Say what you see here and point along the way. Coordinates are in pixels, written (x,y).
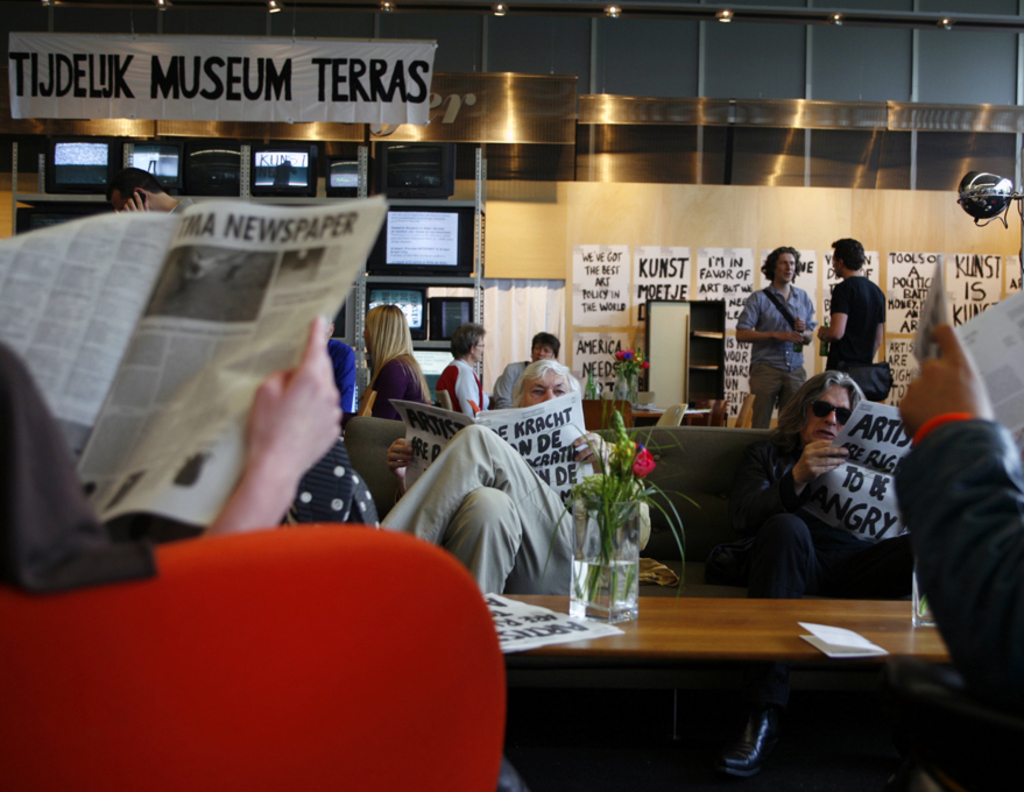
Here some people (800,451) are there. Two people (755,479) are sitting on the sofa (727,442) and they are reading newspaper (861,444). In front of them there is table (737,636). On the table (698,634) there is a flower vase (610,546) and a paper (517,614). And to the left bottom corner (313,610) there is a sofa (159,659) and in the sofa (112,652) there is a person (49,487) sitting and reading newspaper (110,313). On right side (948,483) there is another man (955,421). And in the background (878,317) there are two men (808,301) are standing. Into wall (719,238) there are some posters (731,281). On the top left corner (227,46) there is a banner (241,92).
